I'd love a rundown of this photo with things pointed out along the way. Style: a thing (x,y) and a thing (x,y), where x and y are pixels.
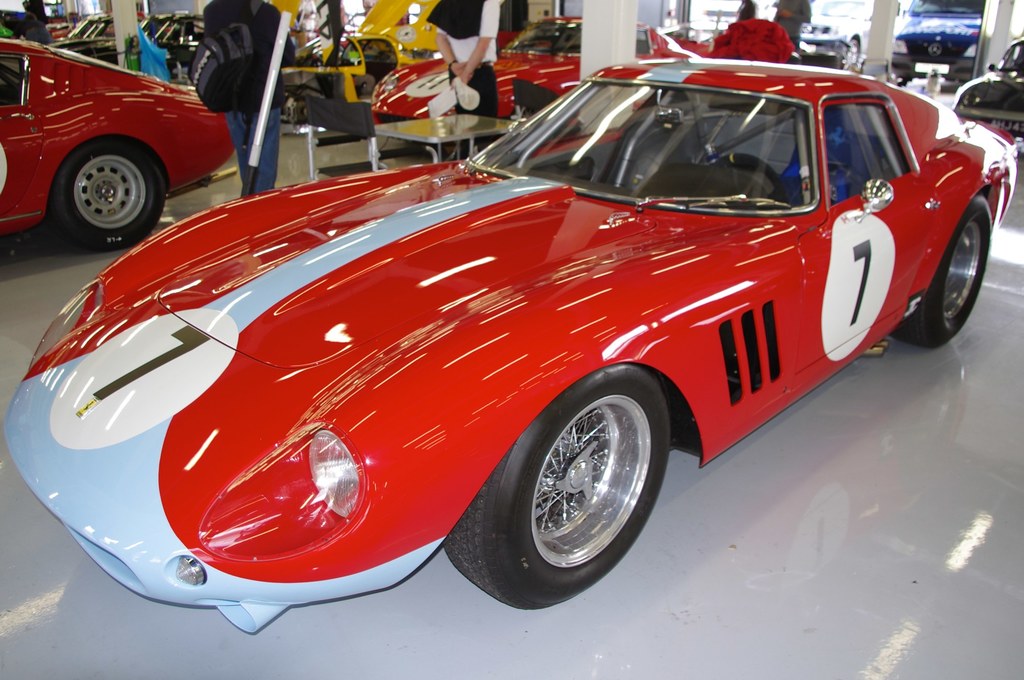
In this image there are many vehicles (317,247). Also there are few people (488,53) standing. And there is a table (459,130). And there are pillars (888,43).
